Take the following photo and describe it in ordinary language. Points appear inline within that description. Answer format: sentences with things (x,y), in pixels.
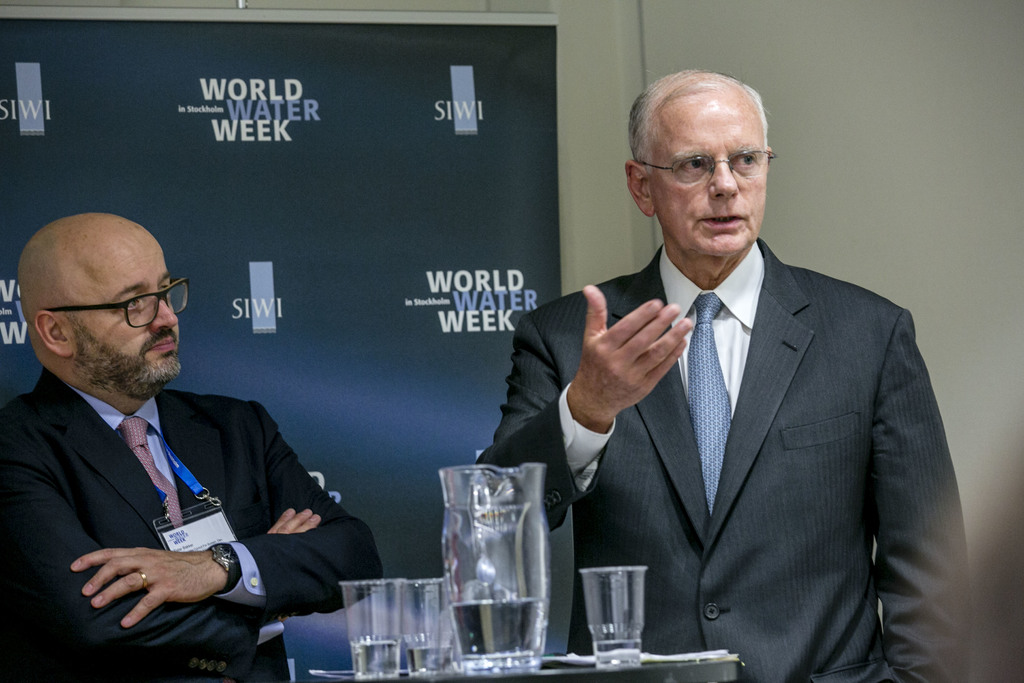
In this picture there is a person (780,487) with white shirt (725,368) is standing and talking and there is a person (283,535) with blue shirt (259,586) is standing. There are glasses (374,673) and there is a jug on the table (583,669). At the back (430,364) there is a hoarding (477,299) and there is a text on the hoarding (239,354) and at the back (1009,131) there is a wall (578,77).
